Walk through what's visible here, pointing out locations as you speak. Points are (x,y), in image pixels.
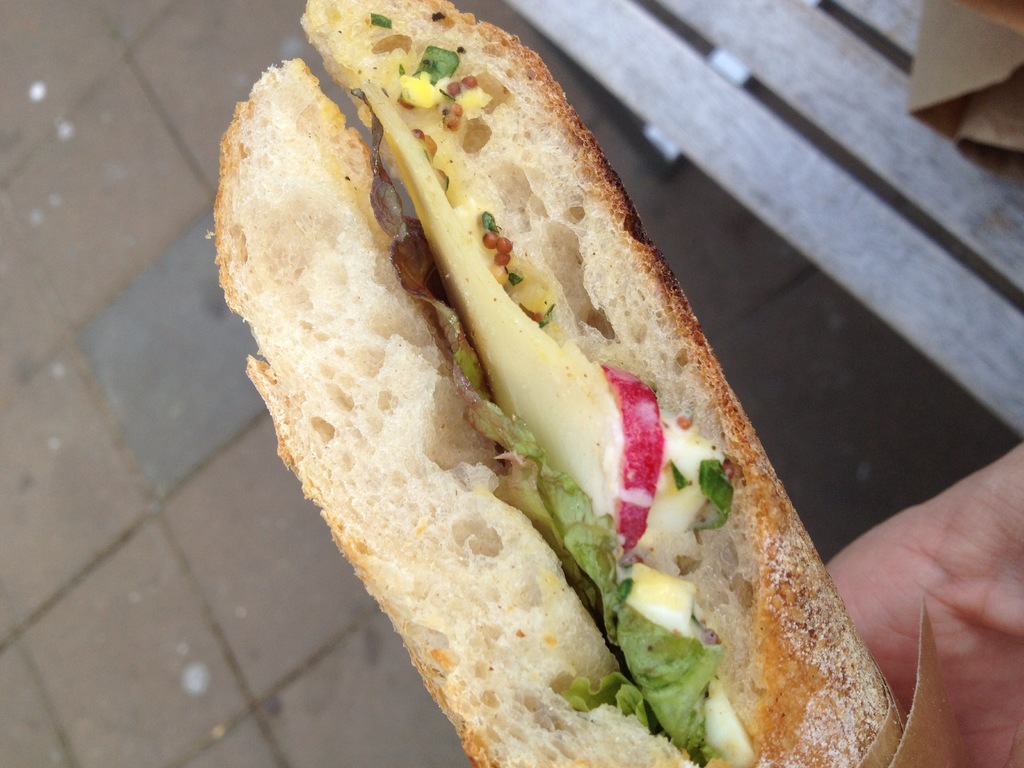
In this image we can see person hand (871,593) holding a food item (515,287). In the background of the image (241,679) there is floor (157,448). To the right side of the image (859,213) there is a bench (898,151).
